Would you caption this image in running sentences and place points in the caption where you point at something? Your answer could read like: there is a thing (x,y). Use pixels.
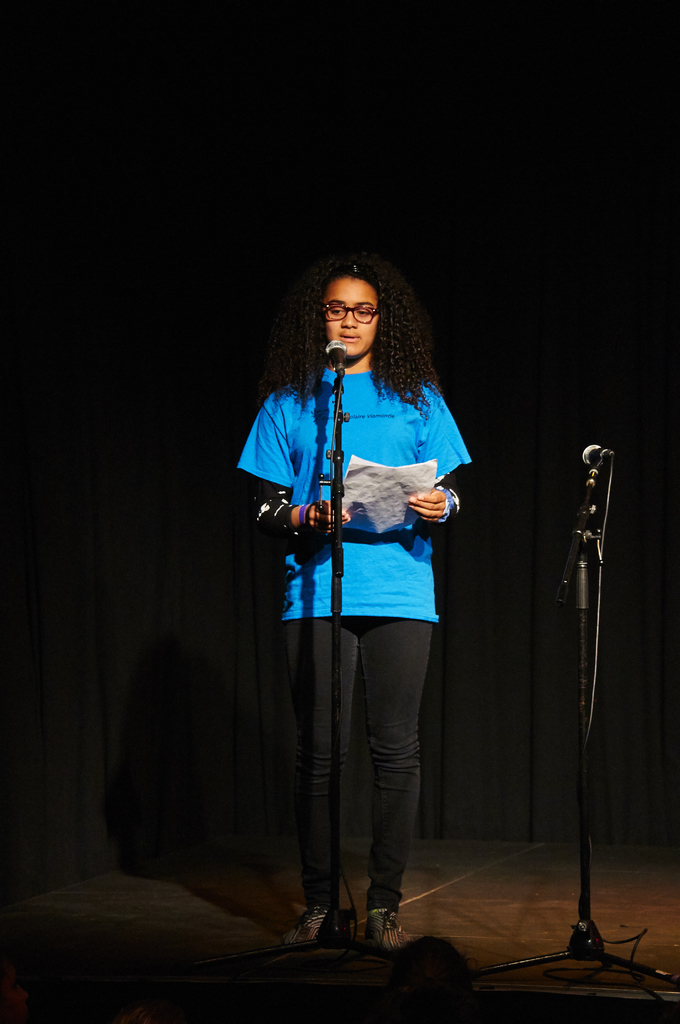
In this image we can see a person (398,321) is holding papers (376,521) and standing on the floor (255,898). Here we can see mics (332,831) and cables (570,978). In the background (71,443) we can see a curtain (321,236). At the bottom of the image (289,1023) it is dark.
